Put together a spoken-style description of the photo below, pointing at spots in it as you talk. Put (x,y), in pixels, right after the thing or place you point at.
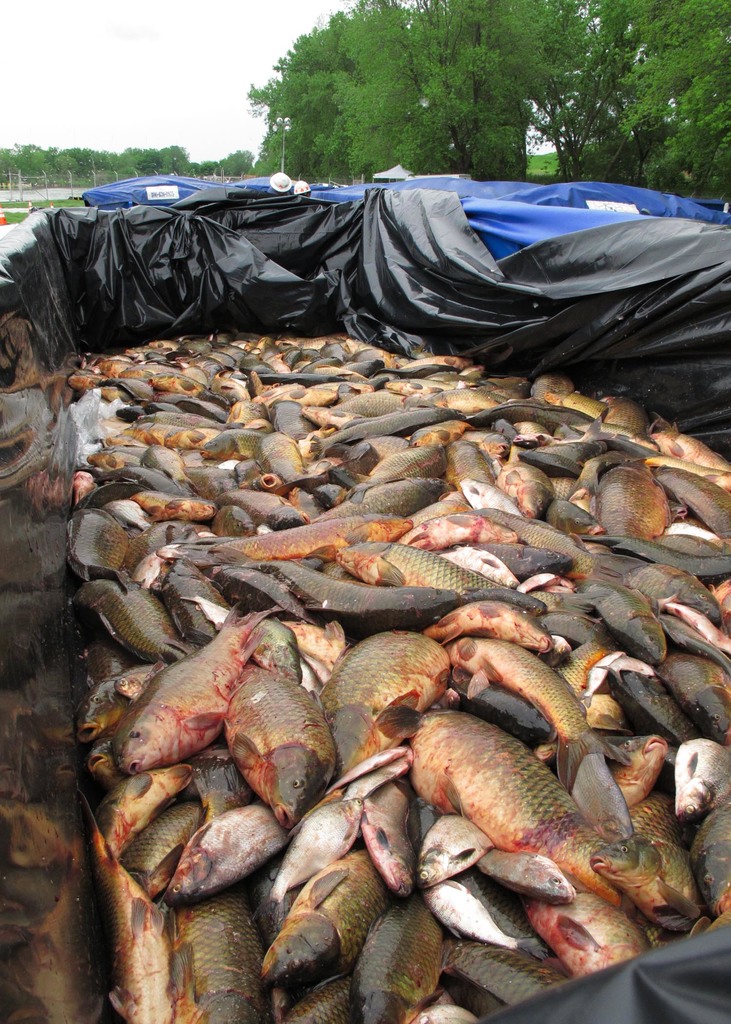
In the center of the image (377,544) there are fishes (374,410) in a black color cover (2,812). In the background of the image (253,174) there are trees (462,62) and sky (152,121).
